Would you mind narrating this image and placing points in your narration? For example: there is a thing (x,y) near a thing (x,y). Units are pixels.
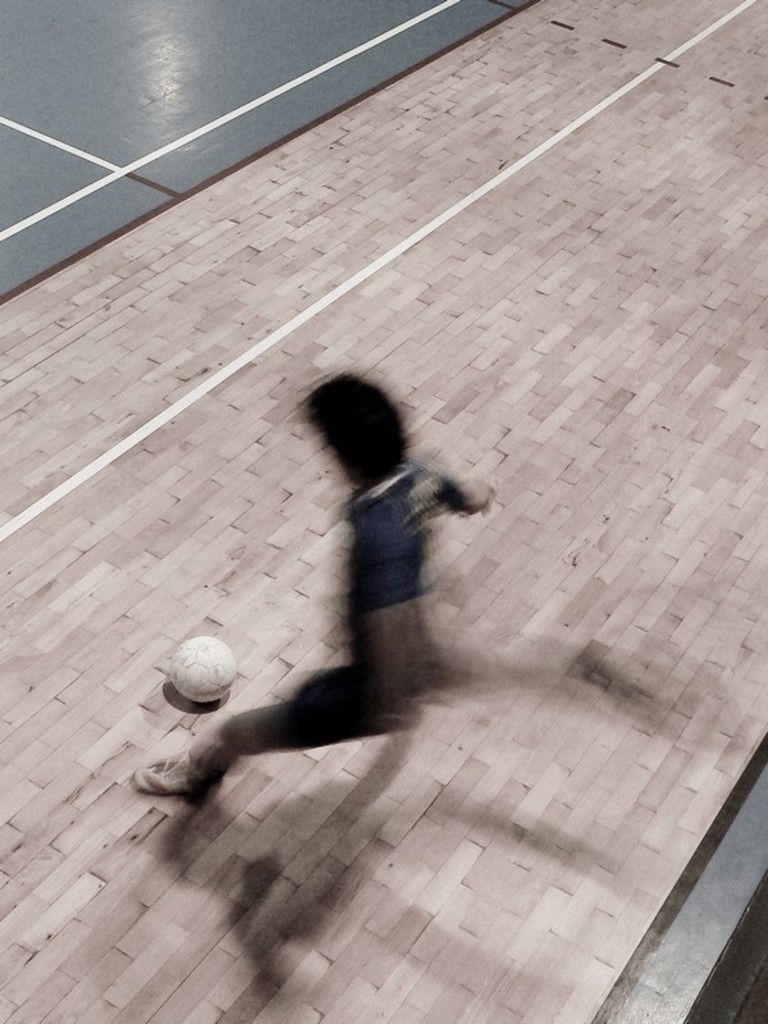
In this image I can see a blurry person (363,573) and a white colour football (191,672). On the top side of this image (441,223) I can see few lines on the floor (248,286).
